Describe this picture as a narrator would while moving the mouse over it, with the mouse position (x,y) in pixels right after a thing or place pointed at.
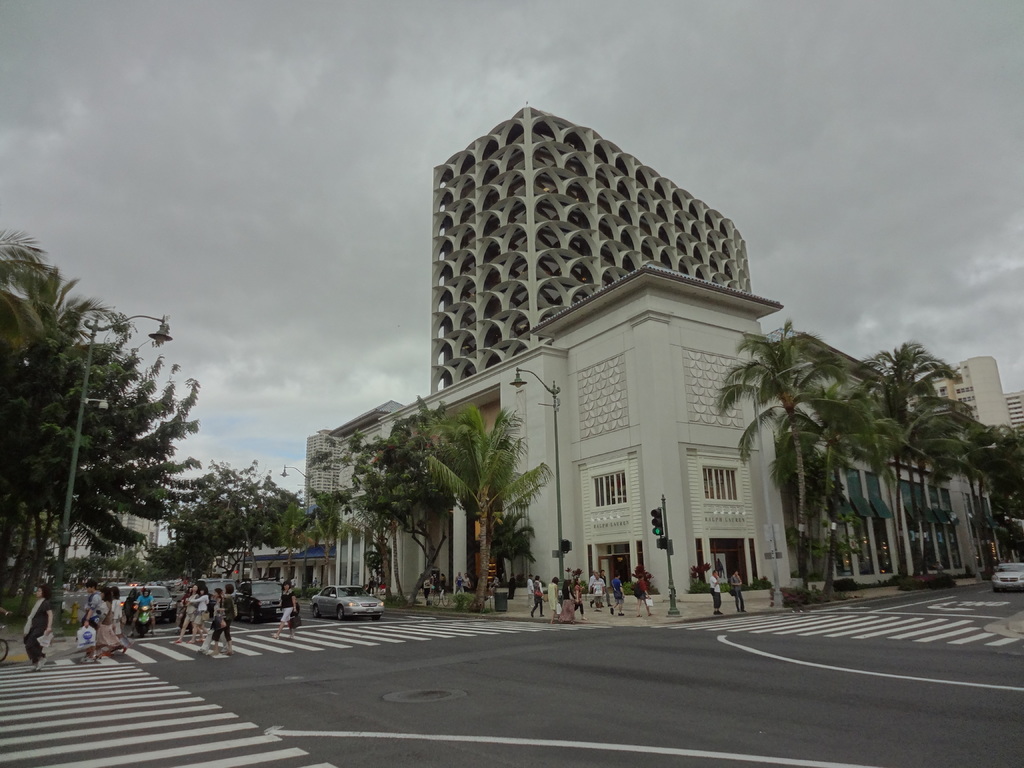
In this image there are buildings (523,514), in front of the buildings (533,569) there is a road (254,629) on which there are vehicles (329,597) moving and people (194,616) are walking on the road (237,639), there are trees (58,441), lamp (128,320) and the sky (275,344).
